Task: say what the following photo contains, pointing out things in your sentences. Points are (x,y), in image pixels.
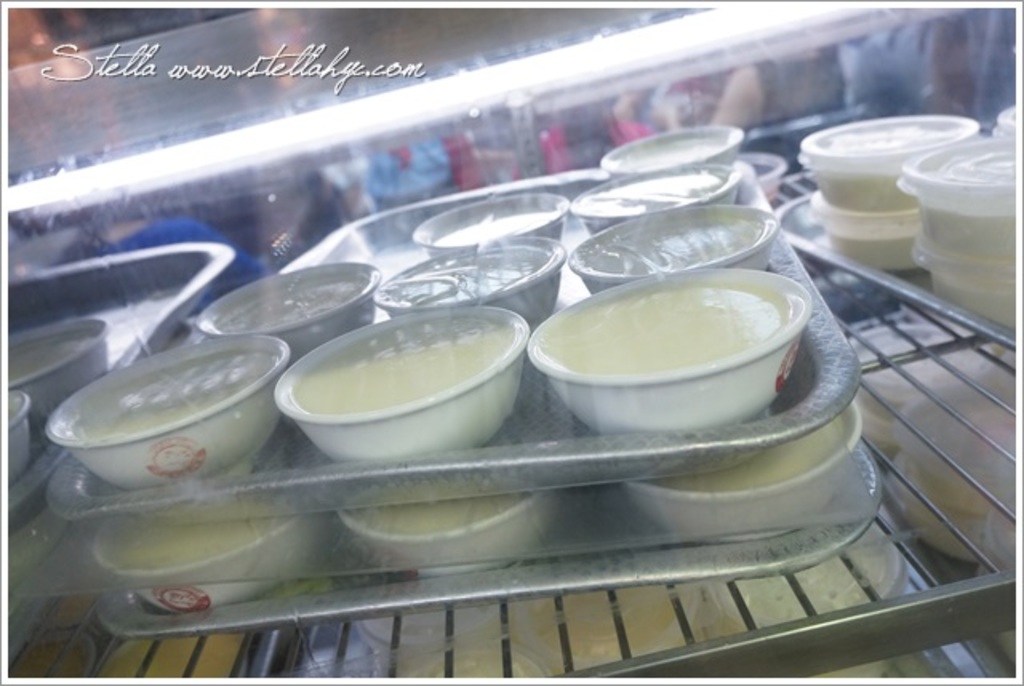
In the center of this picture (454,304) we can see the trays (709,454) containing the bowls (560,367) and boxes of food items (707,340). In the foreground (895,528) we can see the metal rods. In the background (910,72) we can see the light (695,49) and some other objects (921,87). In the top left corner (308,56) we can see the text (396,61) on the image.
